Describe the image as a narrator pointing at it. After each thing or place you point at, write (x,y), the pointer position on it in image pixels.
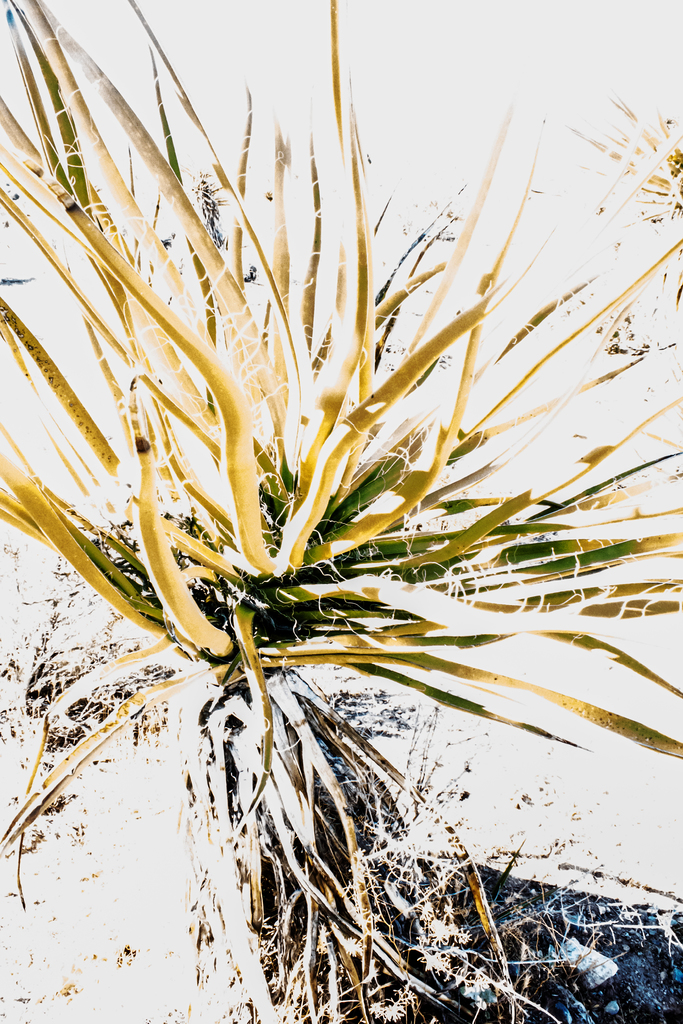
This image consists of a plant (295,383). At the bottom (104,951), there is ground (53,952). On which we can see the dried stems (420,996).
